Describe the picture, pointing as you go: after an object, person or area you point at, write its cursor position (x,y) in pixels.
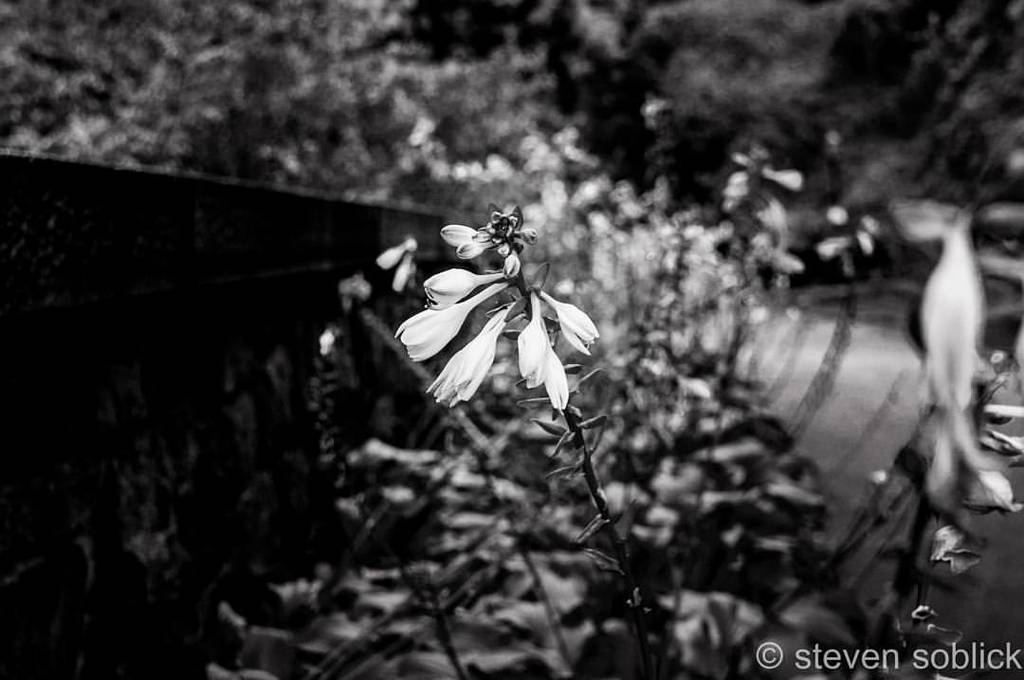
On the bottom right (989,653), there is a watermark (973,652). In the middle of the image (546,353), there is a plant (538,327) having flowers (552,372). And the background (671,103) is blurred.
